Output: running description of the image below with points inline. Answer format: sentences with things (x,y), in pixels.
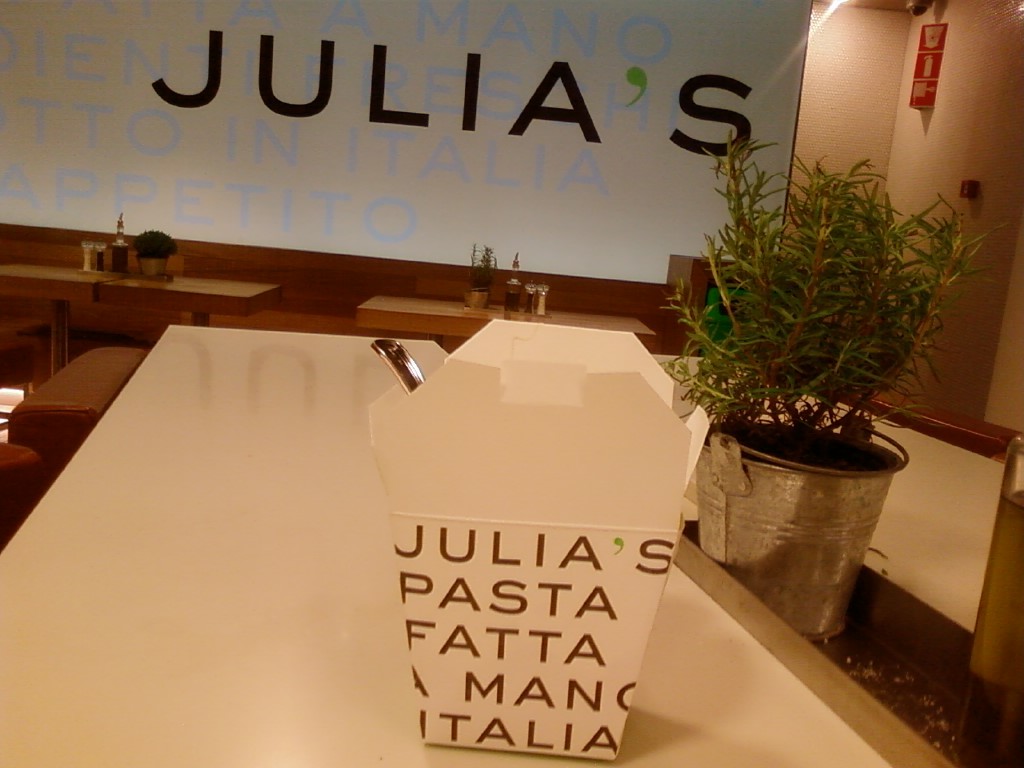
In this image I see tables (146,388), chairs (1,526) and a plant (718,228) over here and I can also see that there are few things (576,331) on the tables (246,306). In the background (161,219) I see the wall (241,266), a board (173,224) on which it says "JULIA'S".
